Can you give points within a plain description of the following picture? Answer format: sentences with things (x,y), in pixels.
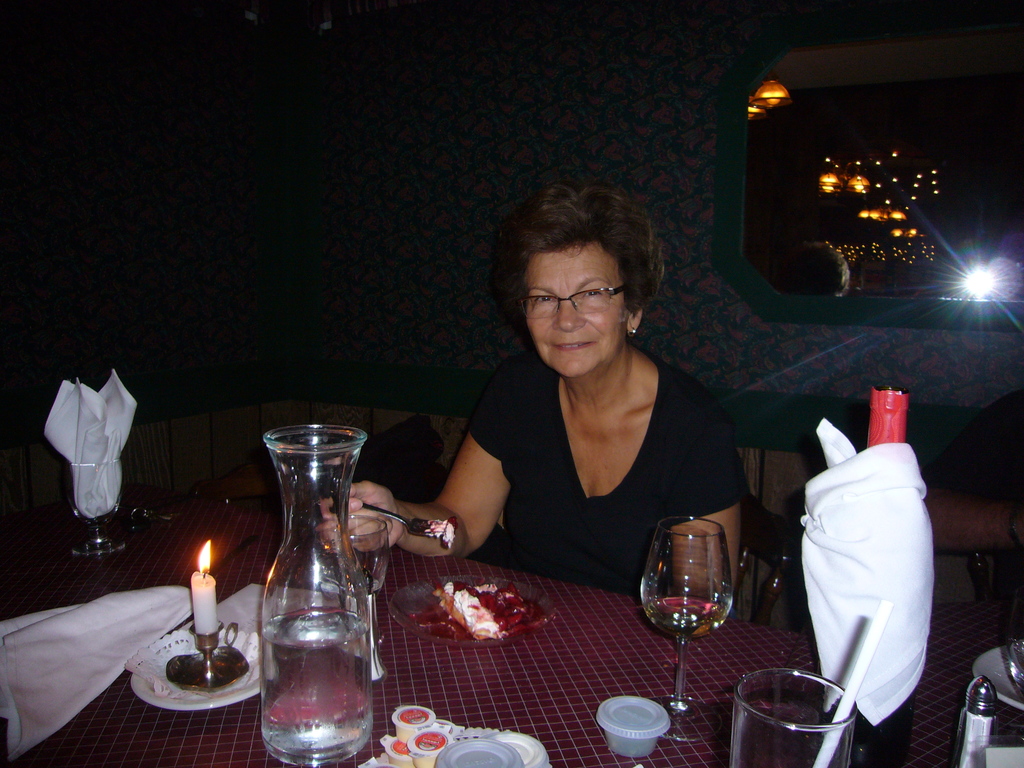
In this picture we can see woman (553,473) sitting on chair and smiling and holding fork (426,519) in her hand (400,525) and in front of her on table (241,536) we have jar (338,644) with water (286,638) in it, candle (204,571), tissue paper (56,417), cloth (124,623), bottle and in the background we can see wall (586,113), lights (908,210).
